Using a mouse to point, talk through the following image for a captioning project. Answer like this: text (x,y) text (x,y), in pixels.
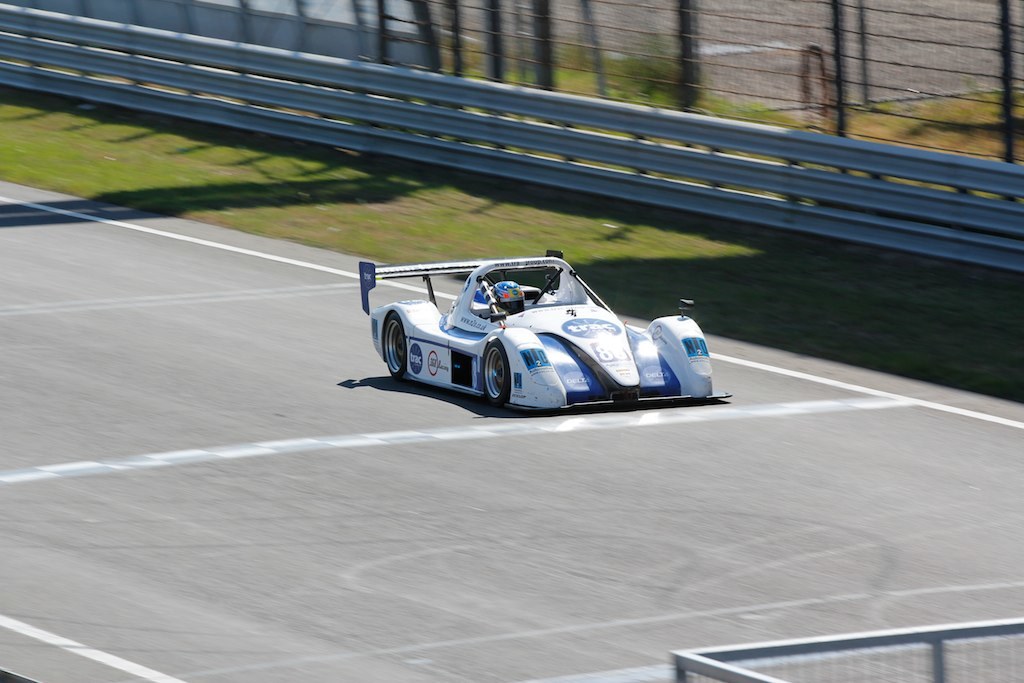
In the center of the image (516,309) a person (509,311) is riding a vehicle (522,325) and wearing helmet (502,297). In the background of the image (377,230) we can see road (210,322), grass (431,185), fencing (646,140), mesh (737,75), wall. At the bottom of the image (826,645) we can see fencing (918,639).
